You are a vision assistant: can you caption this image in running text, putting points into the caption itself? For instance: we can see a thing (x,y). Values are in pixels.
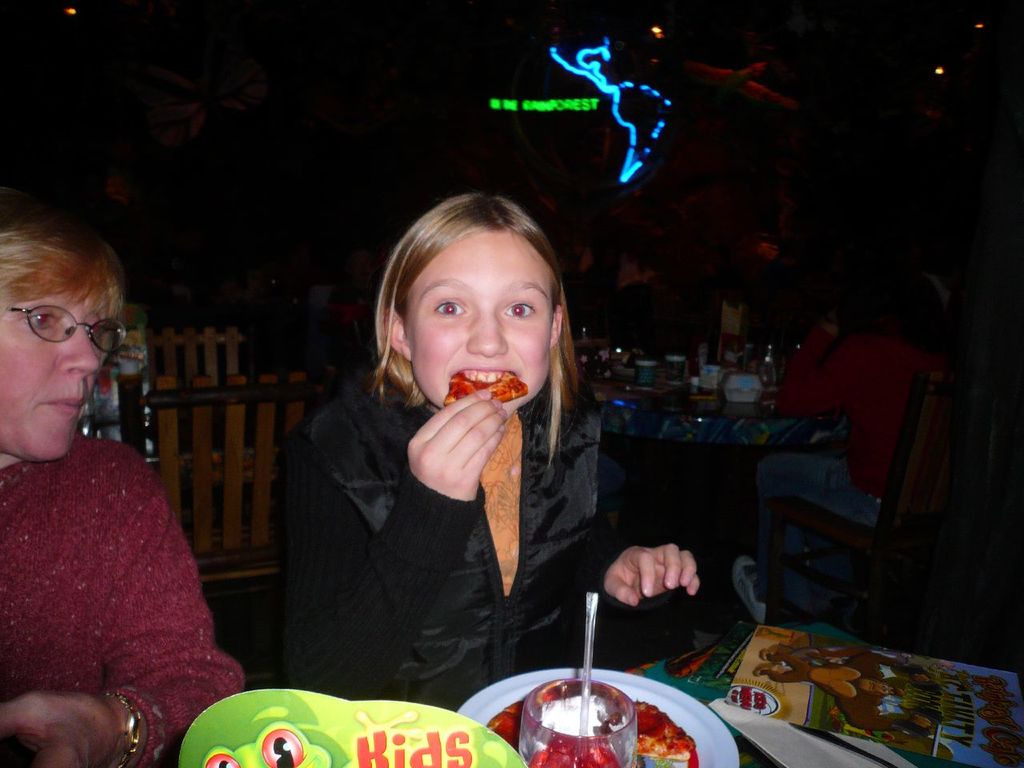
In this image there are a woman (24,359) and a girl (470,323) sitting, the girl (416,266) is eating, there are chairs (241,416), there are persons (871,423) sitting on the chair (918,436), there are tables (693,413), there are objects (661,729) on the table (723,697) towards the bottom of the image (401,752), there are lights (611,95), there is text (530,101), the background of the image is dark.
